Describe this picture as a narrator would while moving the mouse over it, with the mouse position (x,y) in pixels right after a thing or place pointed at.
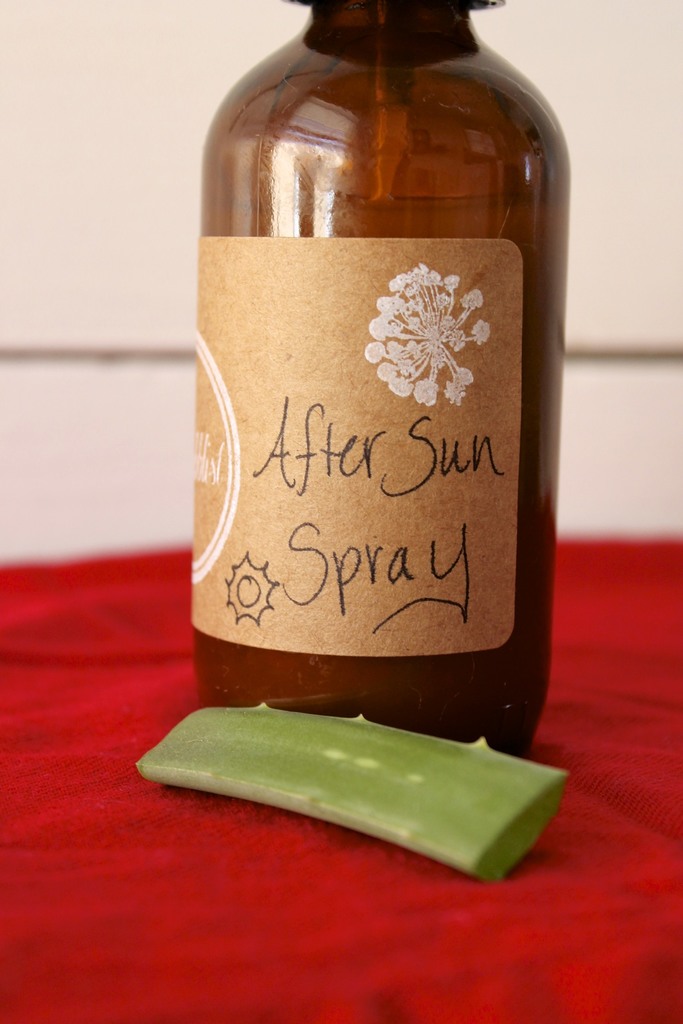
this picture shows a bottle (245,162) on red color cloth (647,671) and we see an aloe vera stem (468,748).
